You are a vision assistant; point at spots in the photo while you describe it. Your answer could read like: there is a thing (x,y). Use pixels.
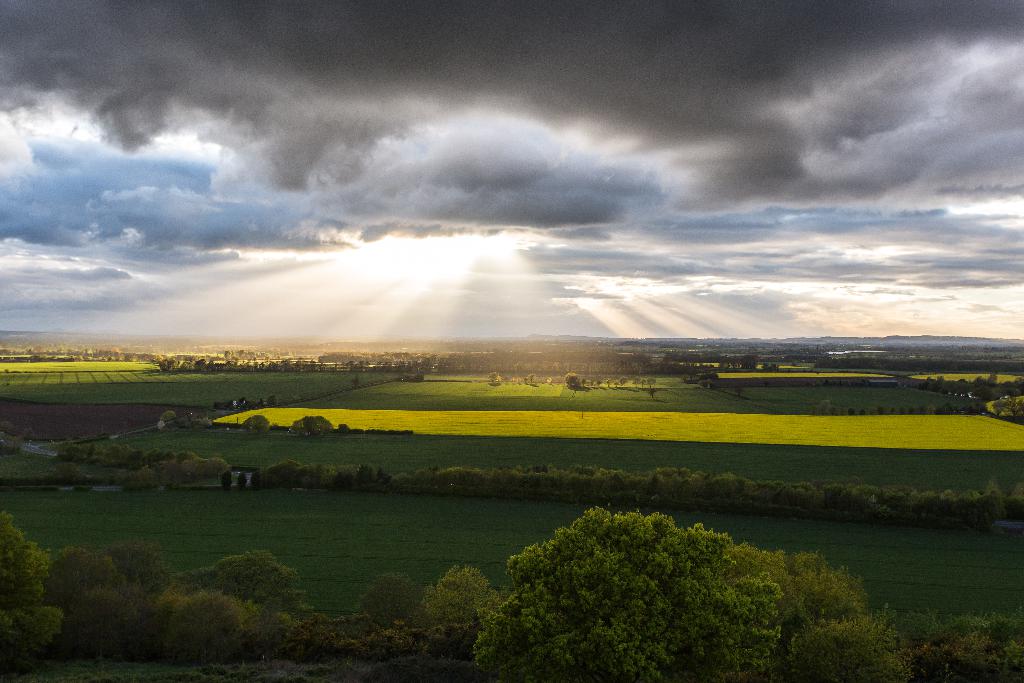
This is a landscape image of a place which consists of fields (494,581), trees (437,581), sunlight (440,325) and clouds (140,233).
